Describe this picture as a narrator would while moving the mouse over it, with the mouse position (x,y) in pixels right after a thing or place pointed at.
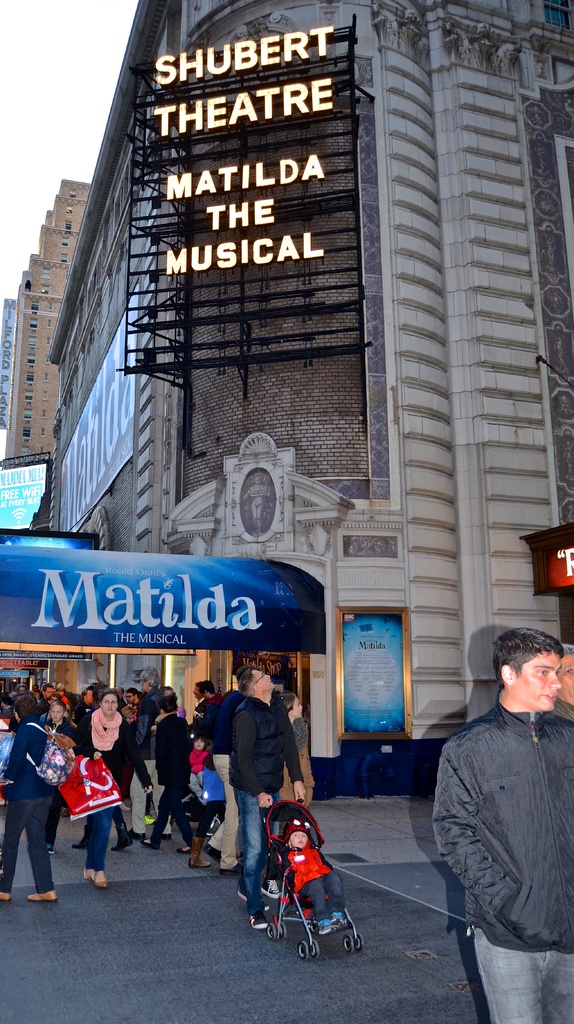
In this picture we can see group of people (240,682), buildings (230,682) and hoardings (124,398), and we can find a baby (313,861) in the baby stroller (284,854).
